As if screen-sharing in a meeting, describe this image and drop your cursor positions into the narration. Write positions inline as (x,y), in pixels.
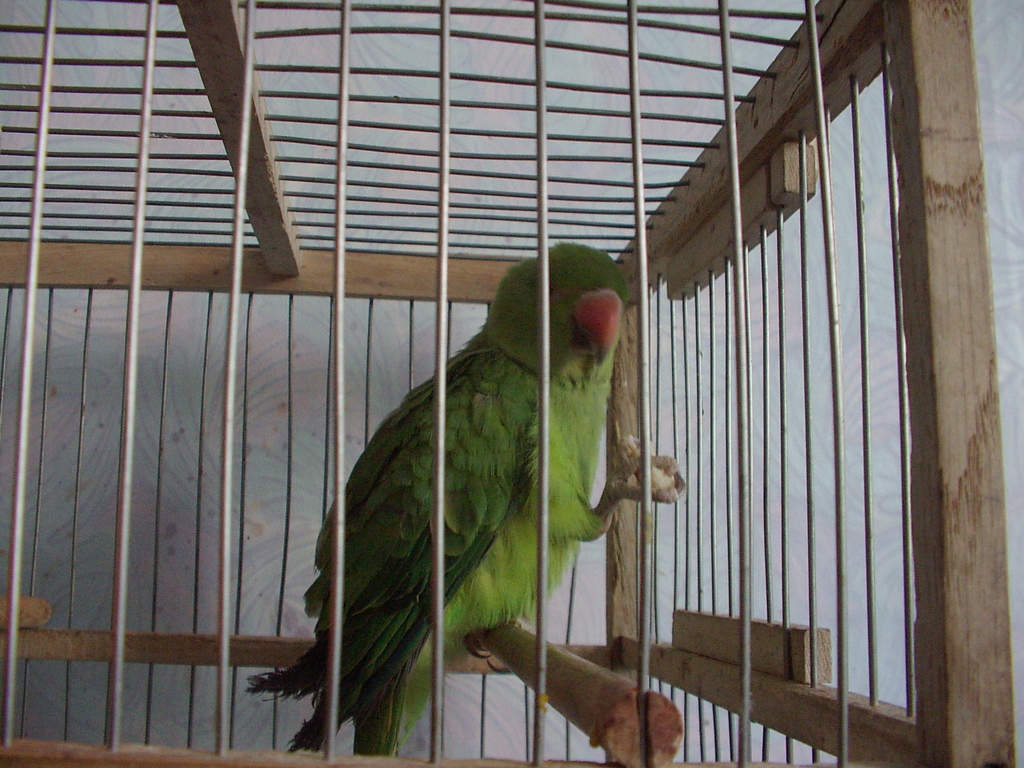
In this image I can see a parrot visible in the cage (968,702), back side of the cage (914,170) it might be the wall (842,244).
